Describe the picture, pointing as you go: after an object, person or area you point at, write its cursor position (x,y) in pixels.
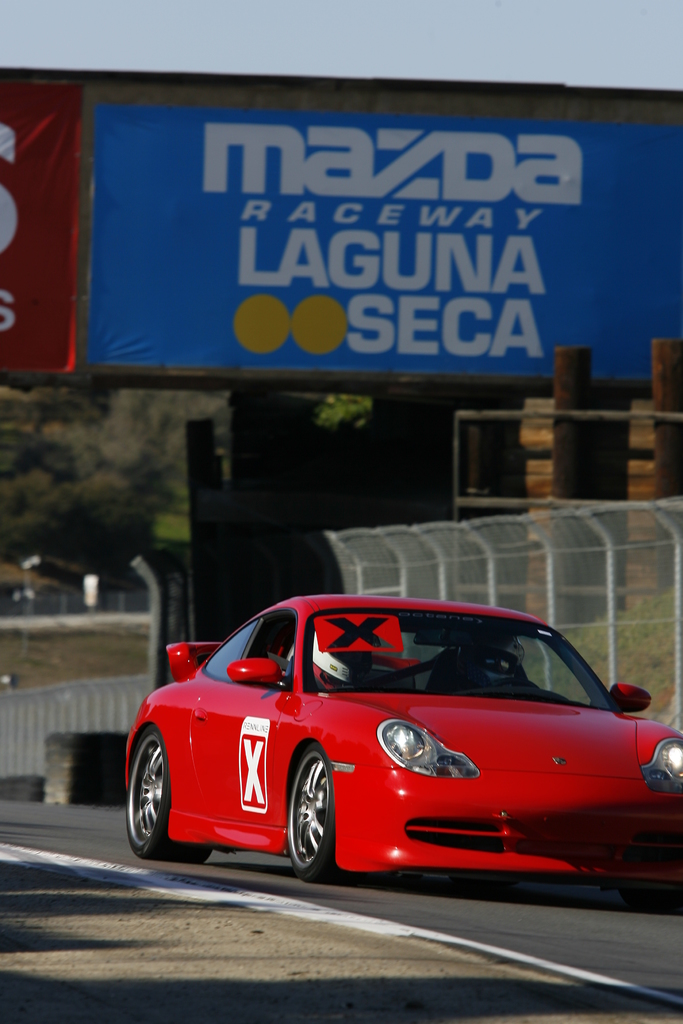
In this picture we can see a person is sitting in a red car (320,754) and the car (295,815) is on the road (454,909). Behind the car (237,729) there is the fence (476,565), hoarding (178,268), trees (104,440) and the sky (571,15).
